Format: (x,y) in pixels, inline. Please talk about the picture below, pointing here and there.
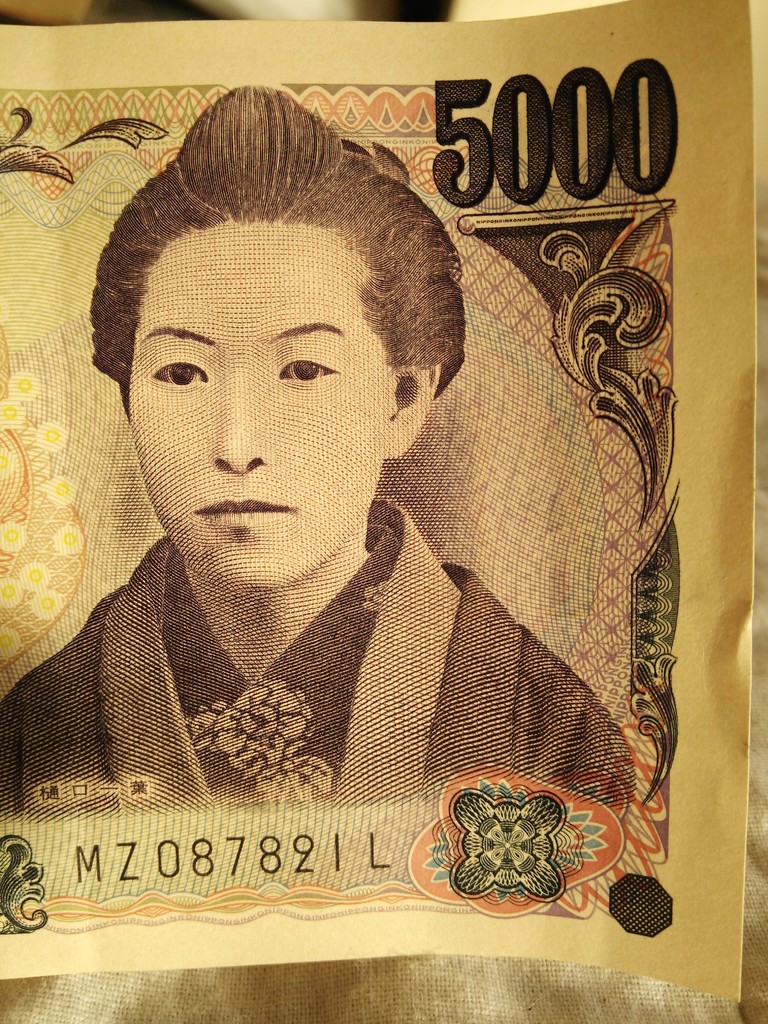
In this picture I can see an image (303,431) of a person (352,539) on the currency note (365,546) and also I can see few numbers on it.
